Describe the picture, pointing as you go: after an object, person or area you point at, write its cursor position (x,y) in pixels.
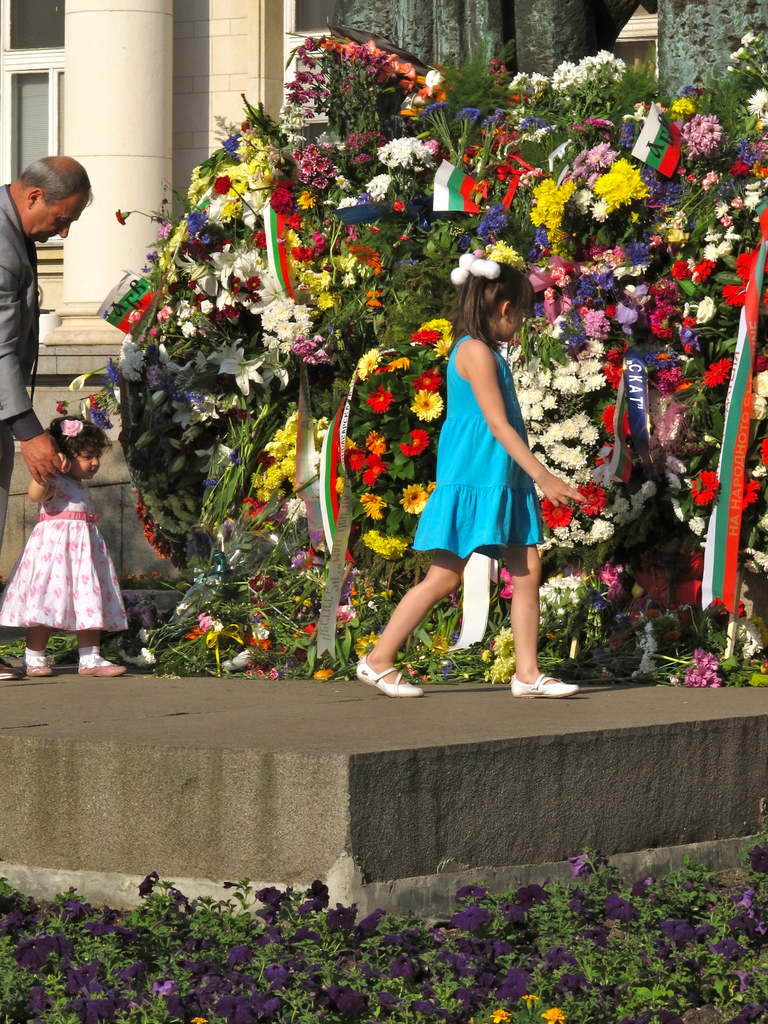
This picture shows many flowers (284,441) and we see couple of girls (34,483) walking and a man (23,360) holding a girls hand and we see flags (443,181) and buildings (27,85) and many plants (264,942) with flowers (114,927) on the ground (170,930).
